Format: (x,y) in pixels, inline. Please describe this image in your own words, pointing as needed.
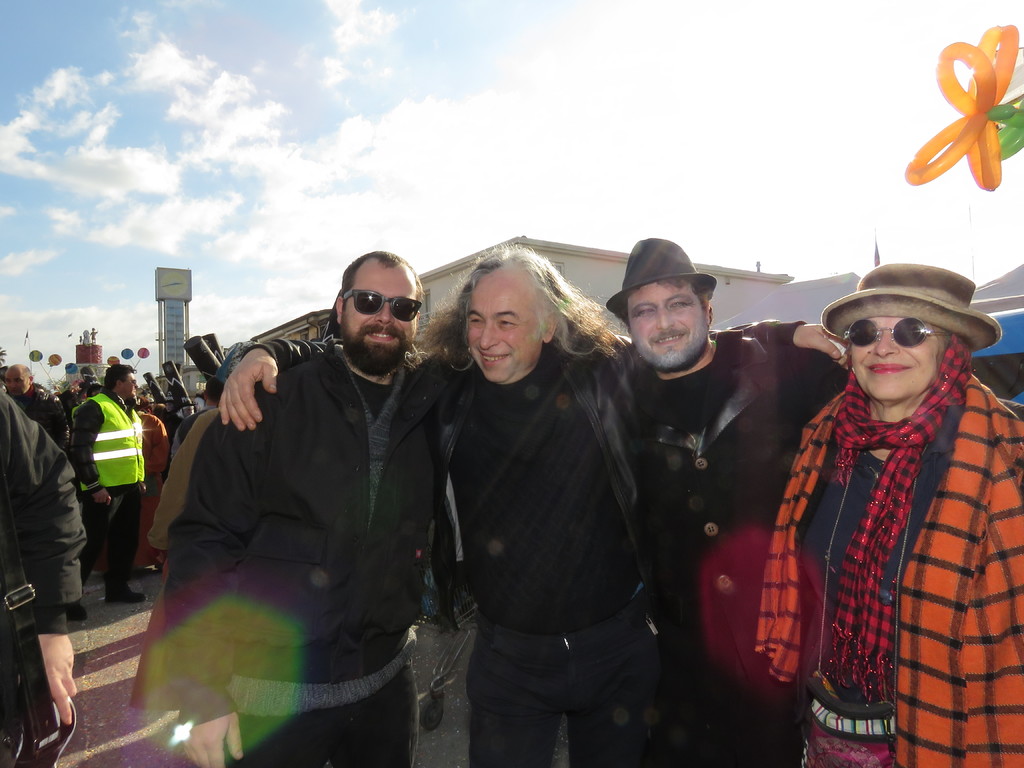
In the image I can see four people (357,514) who are wearing jacket (325,612), among them two are wearing hats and also I can see some other people (115,572) and balloons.
